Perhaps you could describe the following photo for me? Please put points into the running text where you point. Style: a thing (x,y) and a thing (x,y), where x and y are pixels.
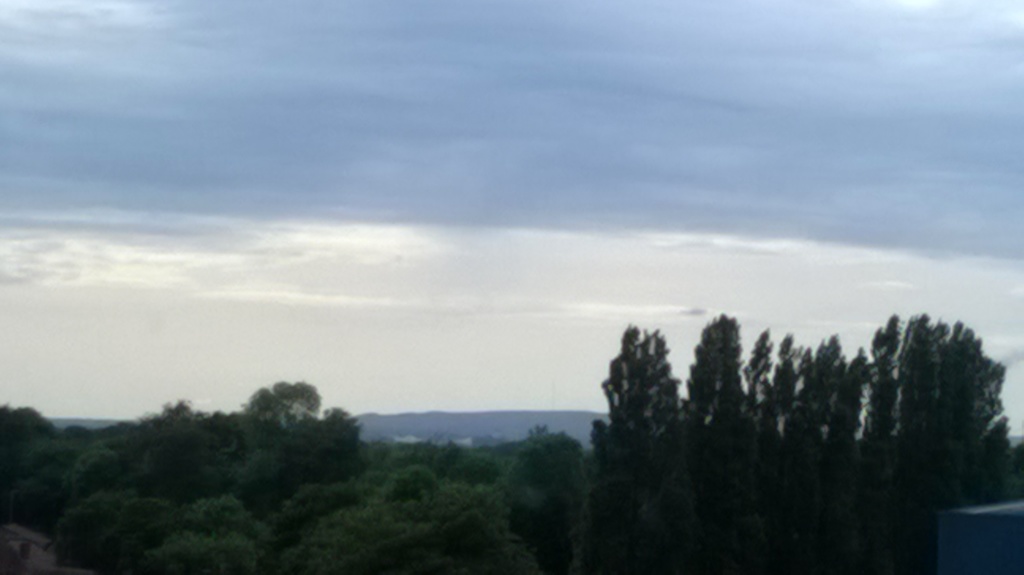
In this given picture, We can see a sky (491,248), certain trees (120,467), mountains (466,417).
